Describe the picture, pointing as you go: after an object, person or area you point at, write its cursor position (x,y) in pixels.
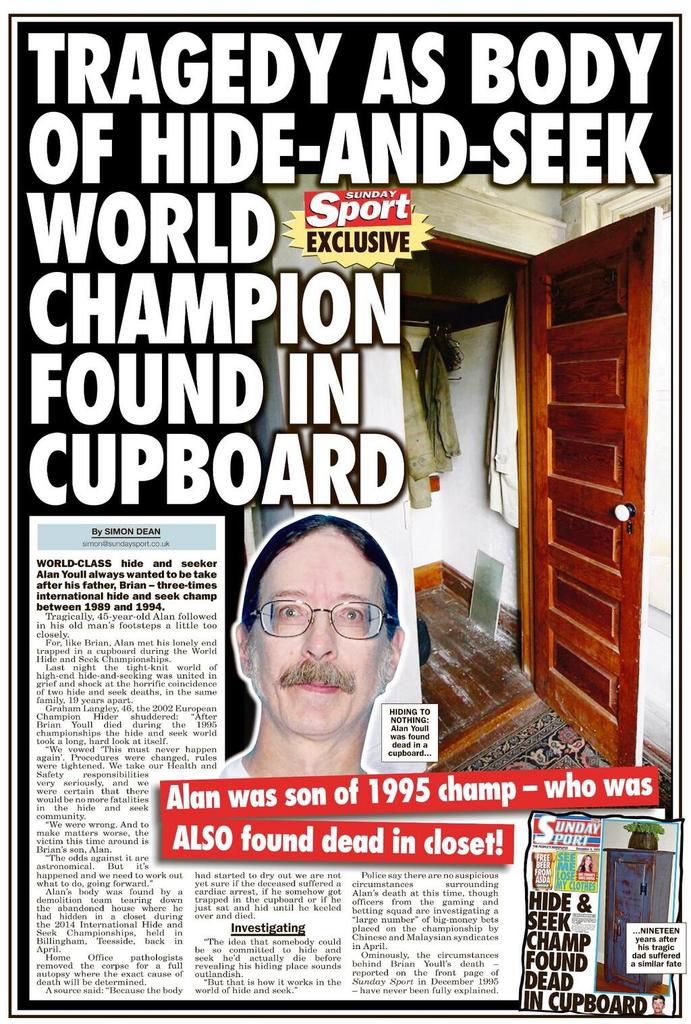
Something written on this poster (219,880). On this poster (206,874) we can see door (579,319), clothes (501,419) and person picture (353,654).
